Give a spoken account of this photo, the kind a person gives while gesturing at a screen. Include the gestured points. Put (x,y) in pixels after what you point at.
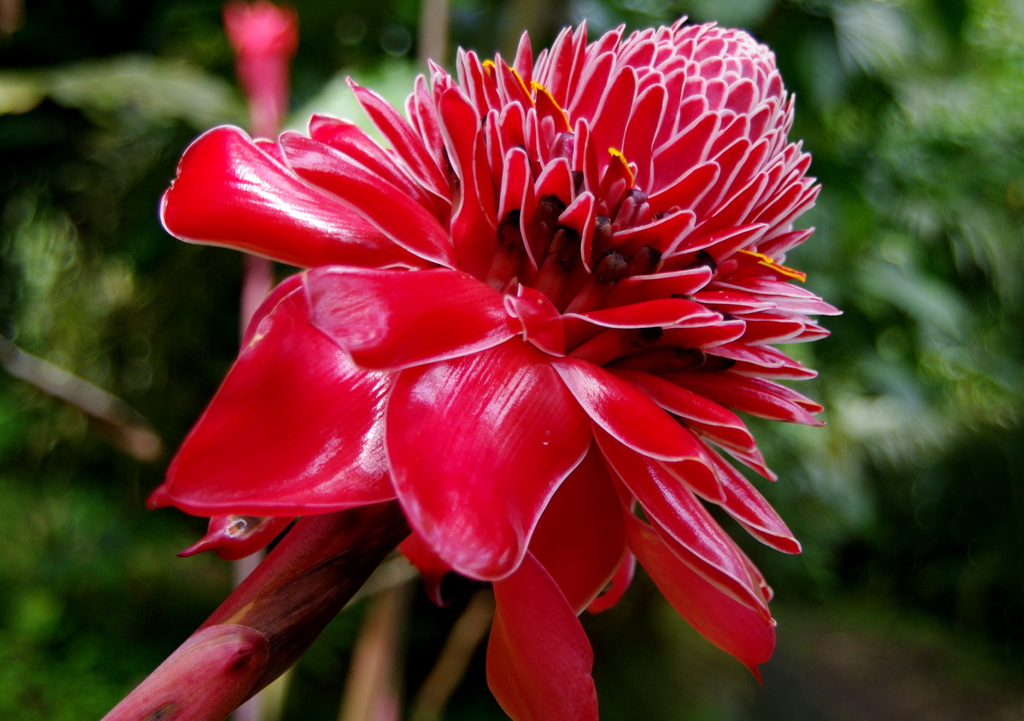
In the middle of this image (359,386), there is a red color flower (354,242) of a plant (349,444). And the background (116,362) is blurred.
